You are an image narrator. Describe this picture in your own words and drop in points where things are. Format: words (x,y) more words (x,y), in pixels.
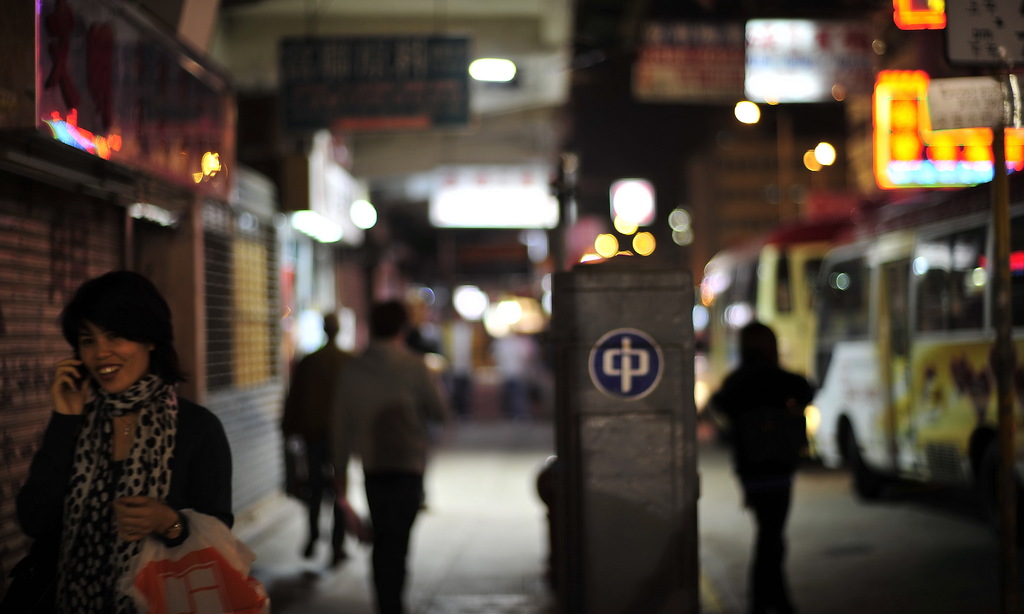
This image is taken during the night time. In this image we can see people (374,451) walking on the road (817,590). In the center (662,315) there is a pillar (642,332). Image also consists of buildings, vehicles (868,316) and also the lights (498,315).
